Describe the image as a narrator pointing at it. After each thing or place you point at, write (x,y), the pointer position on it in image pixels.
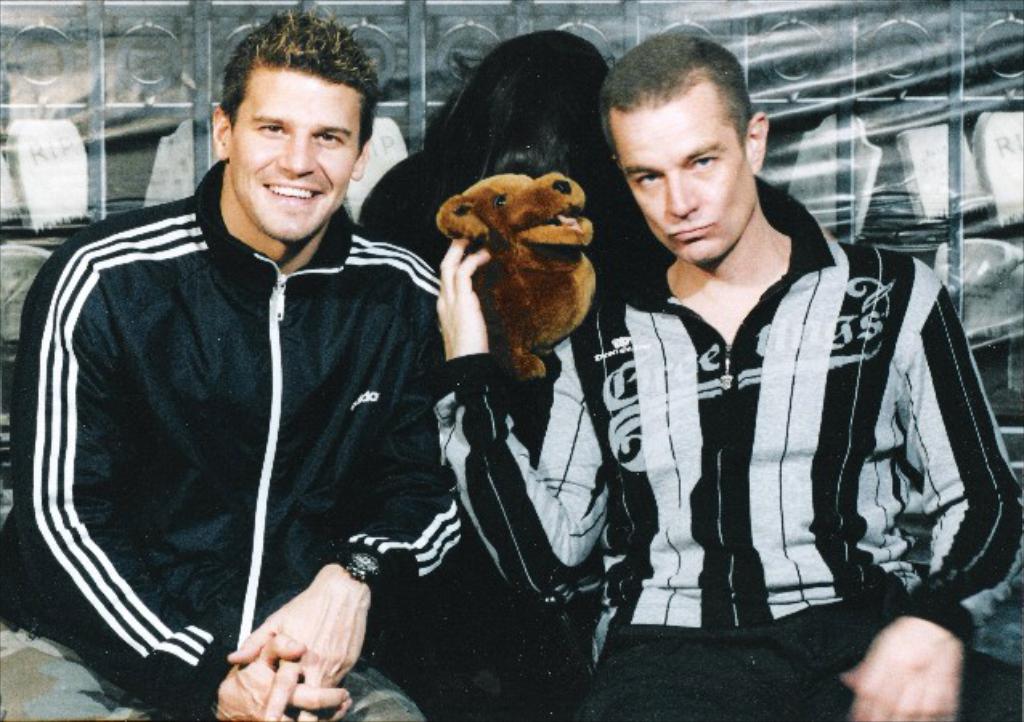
In this picture we can see two persons (399,601) are sitting and holding a puppet (549,266).
